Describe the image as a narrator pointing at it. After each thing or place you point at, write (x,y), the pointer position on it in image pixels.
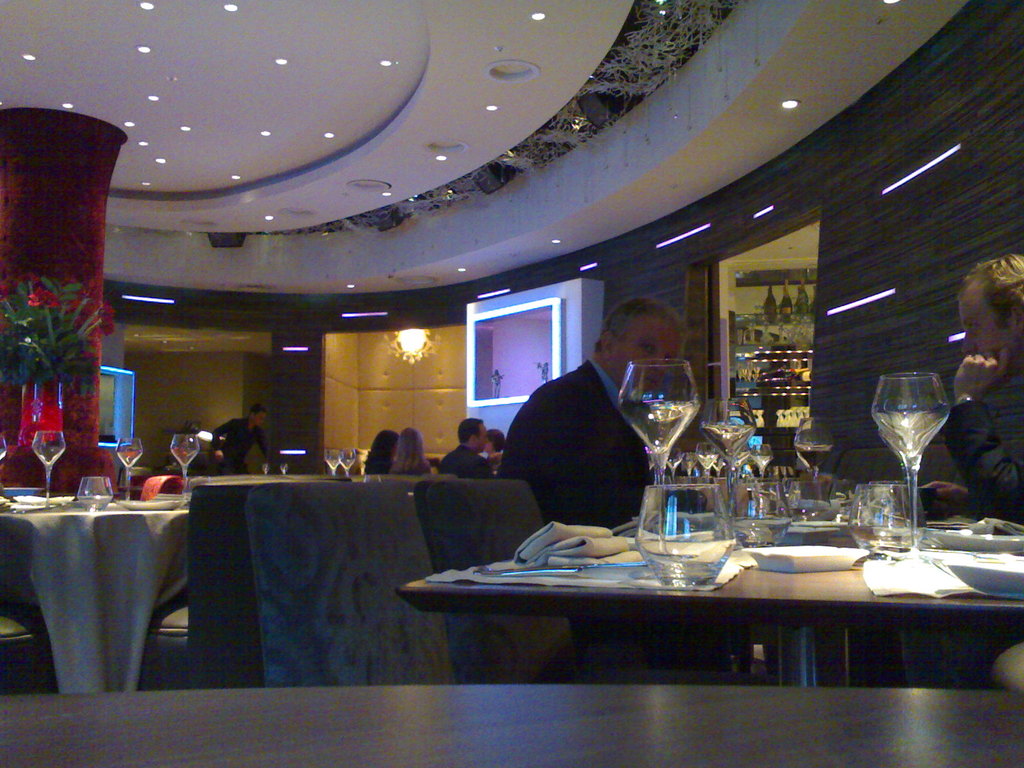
This is a picture taken in a restaurant (413,395), there are a group of people (559,430) sitting on a chair (439,497) in front of this people (562,466) there is a table (776,574) on the table (772,586) there is a glasses (897,501), plate (954,546), tissue (894,568), spoon (582,565) and a cloth (584,535). Background of this people (586,420) there is a wall (939,209) on top of them there is a ceiling lights (152,98).
